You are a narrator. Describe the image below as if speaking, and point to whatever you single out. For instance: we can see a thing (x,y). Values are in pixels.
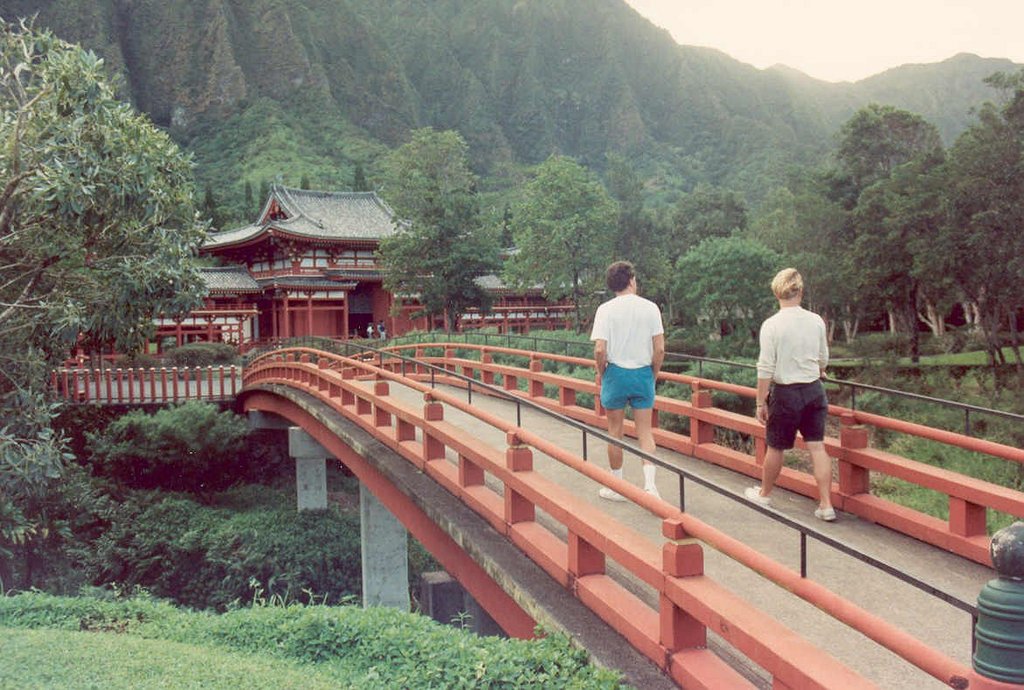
In the picture we can see a forest (414,539) with full of plants (16,199) and on it we can see a walking bridge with two people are walking on it and besides the bridge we can see railings (1017,416) to it and far away from it we can see a house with some people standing near it and around the house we can see full of plants (857,379) and trees (745,295) and in the background (305,33) we can see hills (305,79) are covered with plants (520,90) and trees (676,129) and behind it we can see sky (801,66).
